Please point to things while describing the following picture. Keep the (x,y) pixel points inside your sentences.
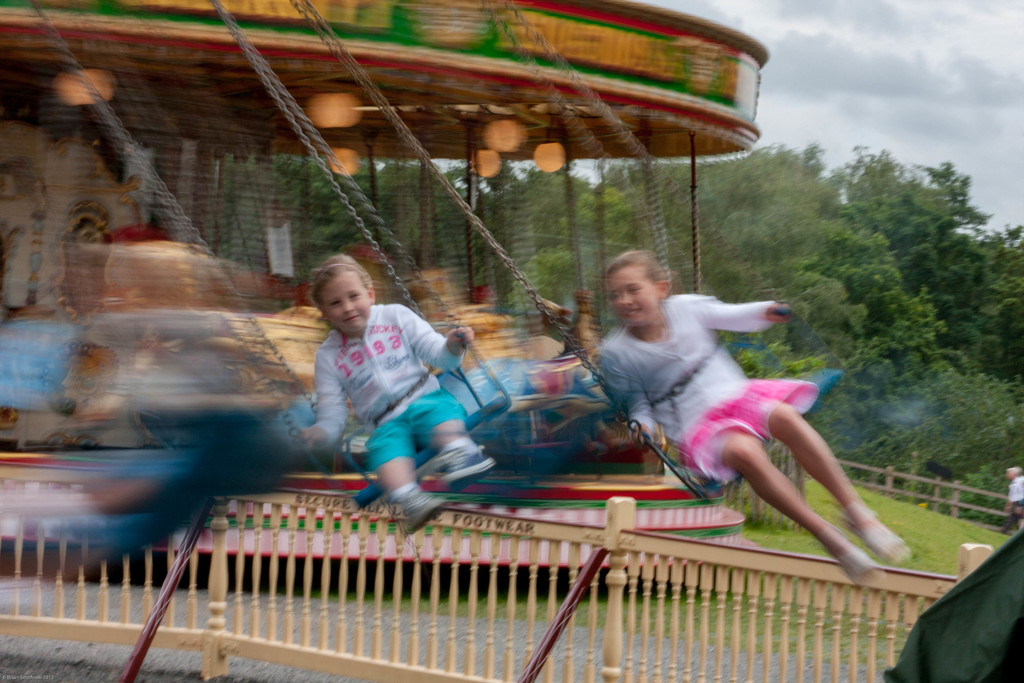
In this image we can see two children (471,459) sitting on the swings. We can also see a ride (431,562) and a fence (450,624). On the backside (932,528) we can see a person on the ground (936,540), grass (945,557), a wooden fence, a group of trees (875,280) and the sky (832,123) which looks cloudy.
